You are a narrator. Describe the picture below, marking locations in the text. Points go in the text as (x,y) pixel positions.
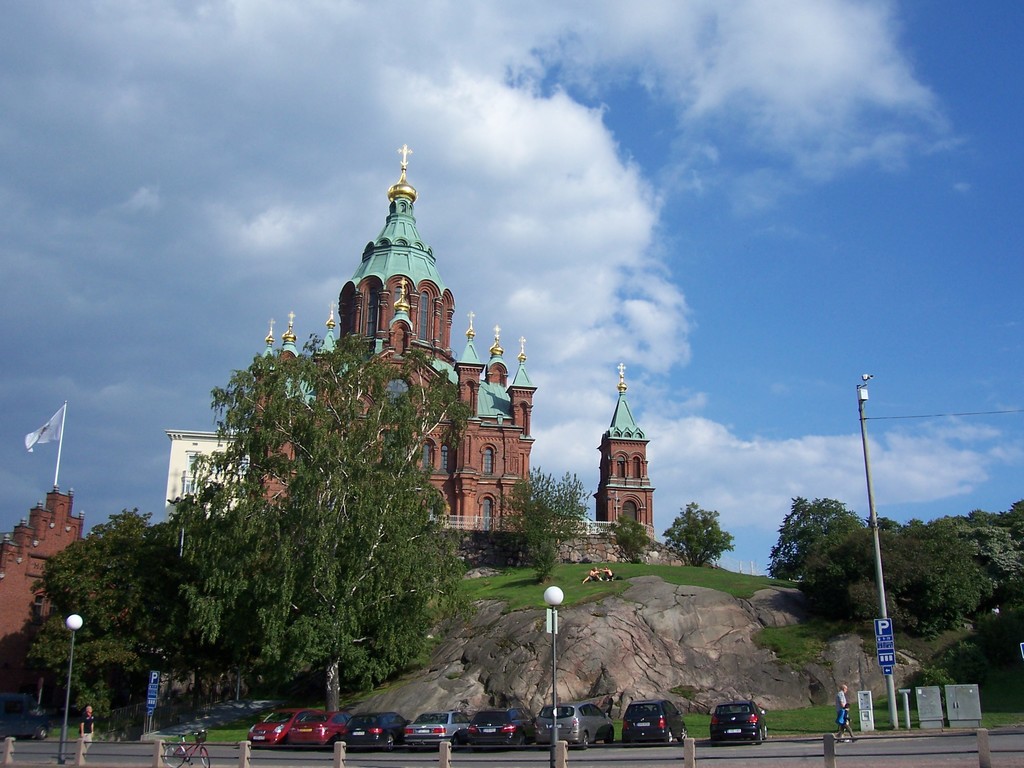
In this image, we can see buildings (479,456), trees (402,444), poles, a flag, rock (581,613), boards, a bicycle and there are some vehicles (654,731) on the road (52,750) and we can see some people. At the top (623,167), there are clouds (584,139) in the sky (545,280).
